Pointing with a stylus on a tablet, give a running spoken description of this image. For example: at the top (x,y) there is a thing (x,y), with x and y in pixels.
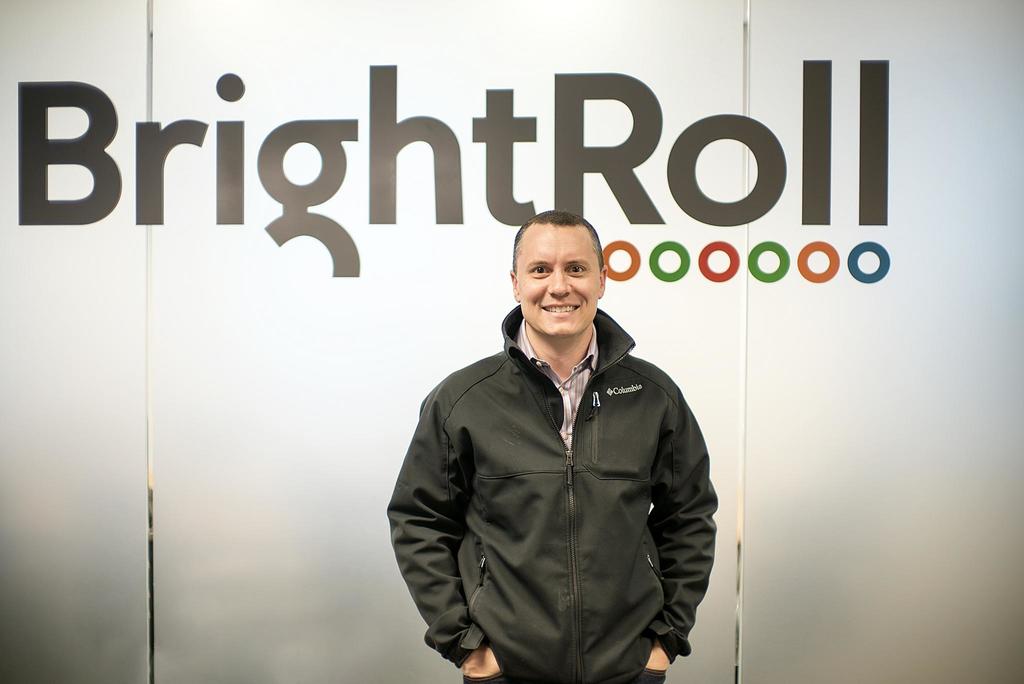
In the foreground (468,561) I can see a person (468,566) is standing on the floor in front of a wall (381,274) and a text (439,222). This image is taken may be in a hall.
